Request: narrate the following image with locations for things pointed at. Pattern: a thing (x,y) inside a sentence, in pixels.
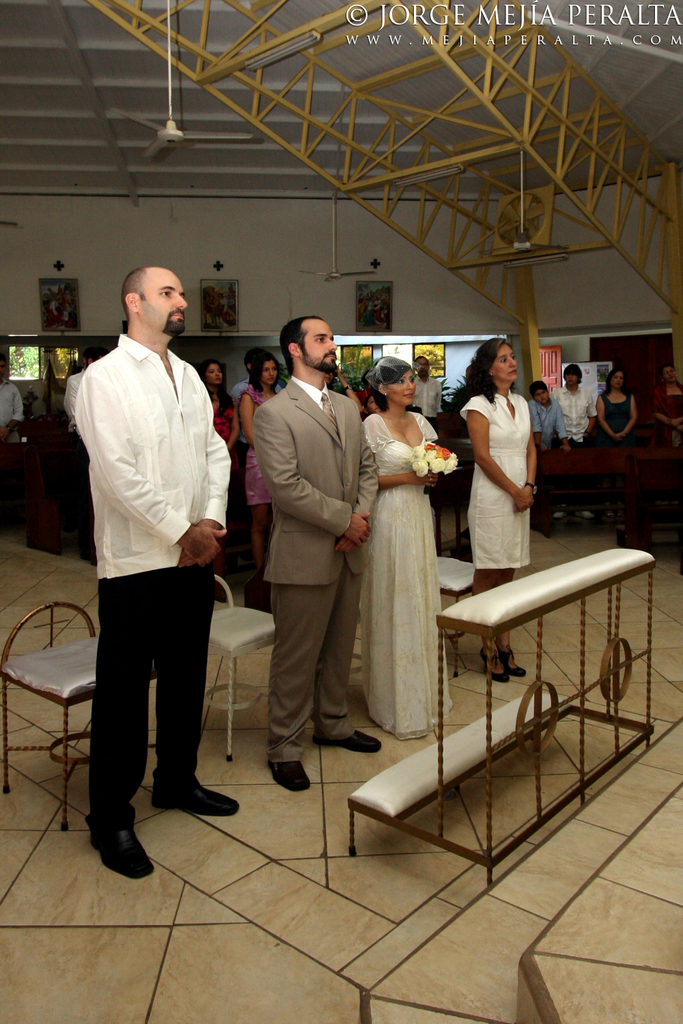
In this picture I can see a group of people (212,545) in the middle (440,481) and also there are chairs (58,695) and benches (503,716). At the top (517,233) there are fans (170,111) and iron rods (424,199), in the top right hand side (507,7) I can see the watermark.
